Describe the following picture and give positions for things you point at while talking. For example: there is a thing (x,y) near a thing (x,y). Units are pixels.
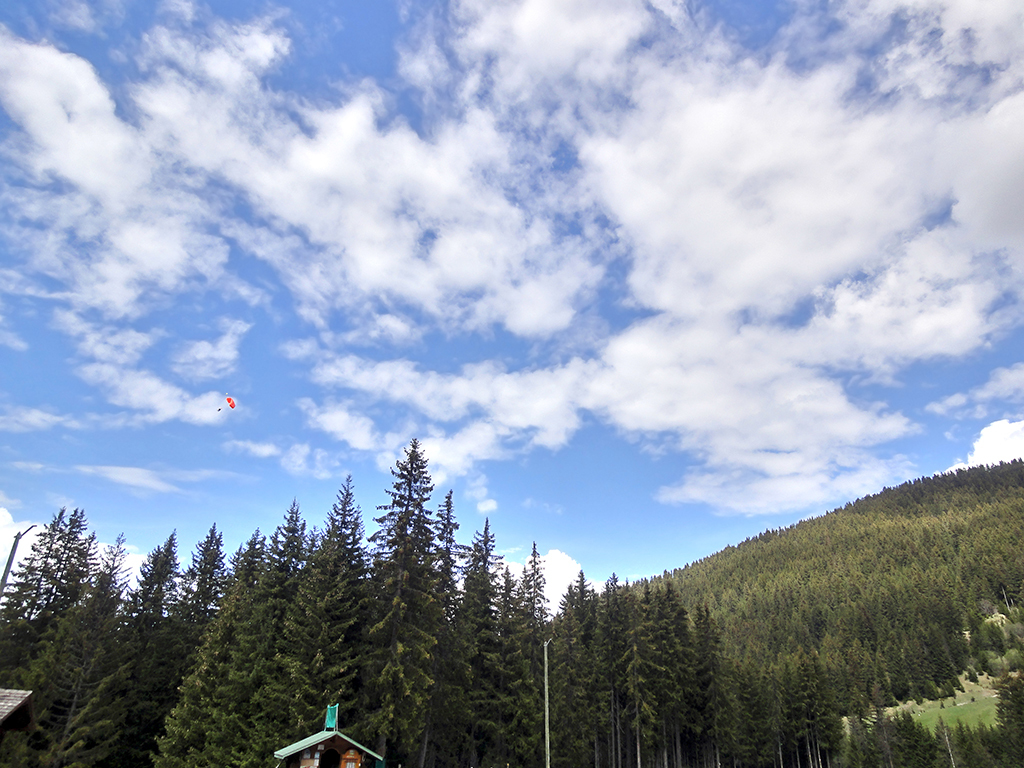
There are trees (316,691) and roofs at the bottom side of the image (464,613) and there is a mountain (824,638), it seems like parachute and sky (425,338) in the background area (454,333).
